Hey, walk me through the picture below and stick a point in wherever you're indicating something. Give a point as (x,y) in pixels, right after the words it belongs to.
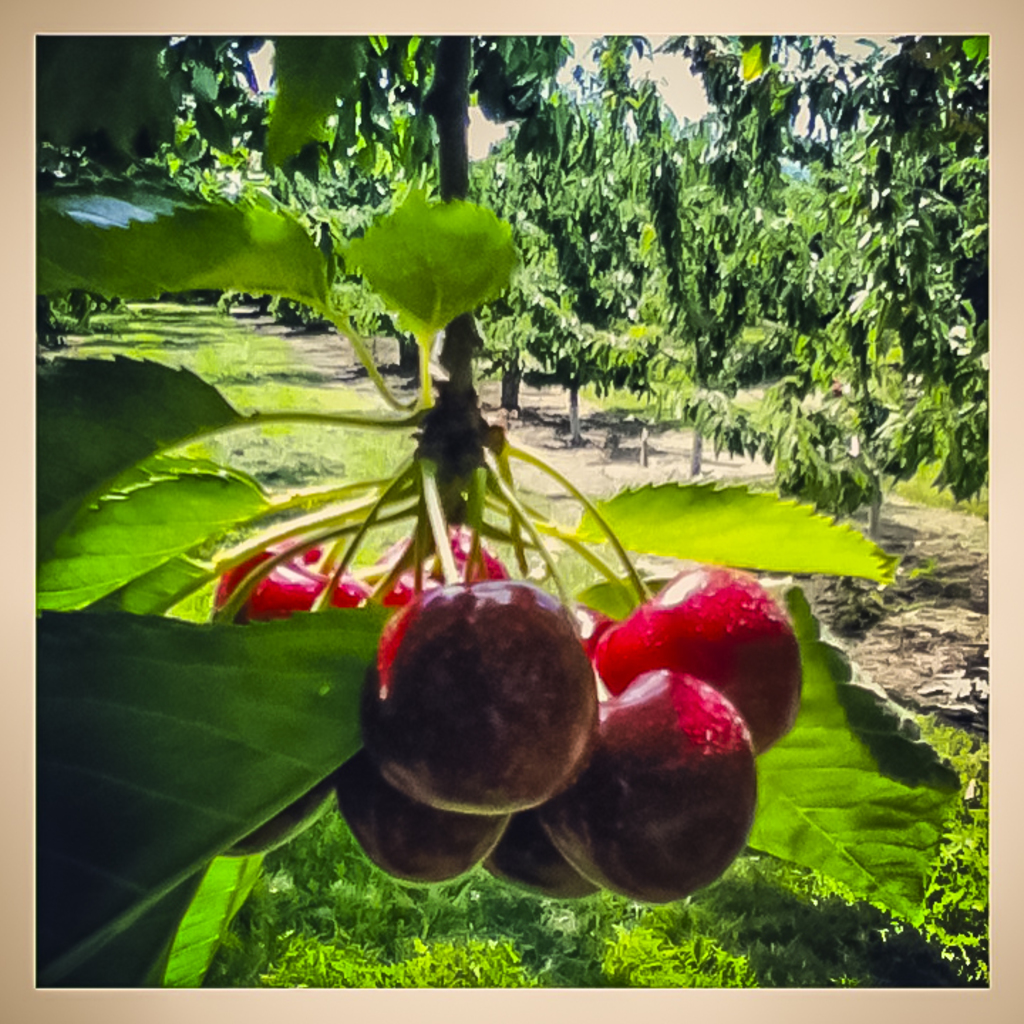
In this picture I can see few fruits (423,686) in the middle (497,667), in the background (775,264) there are trees (718,279).
